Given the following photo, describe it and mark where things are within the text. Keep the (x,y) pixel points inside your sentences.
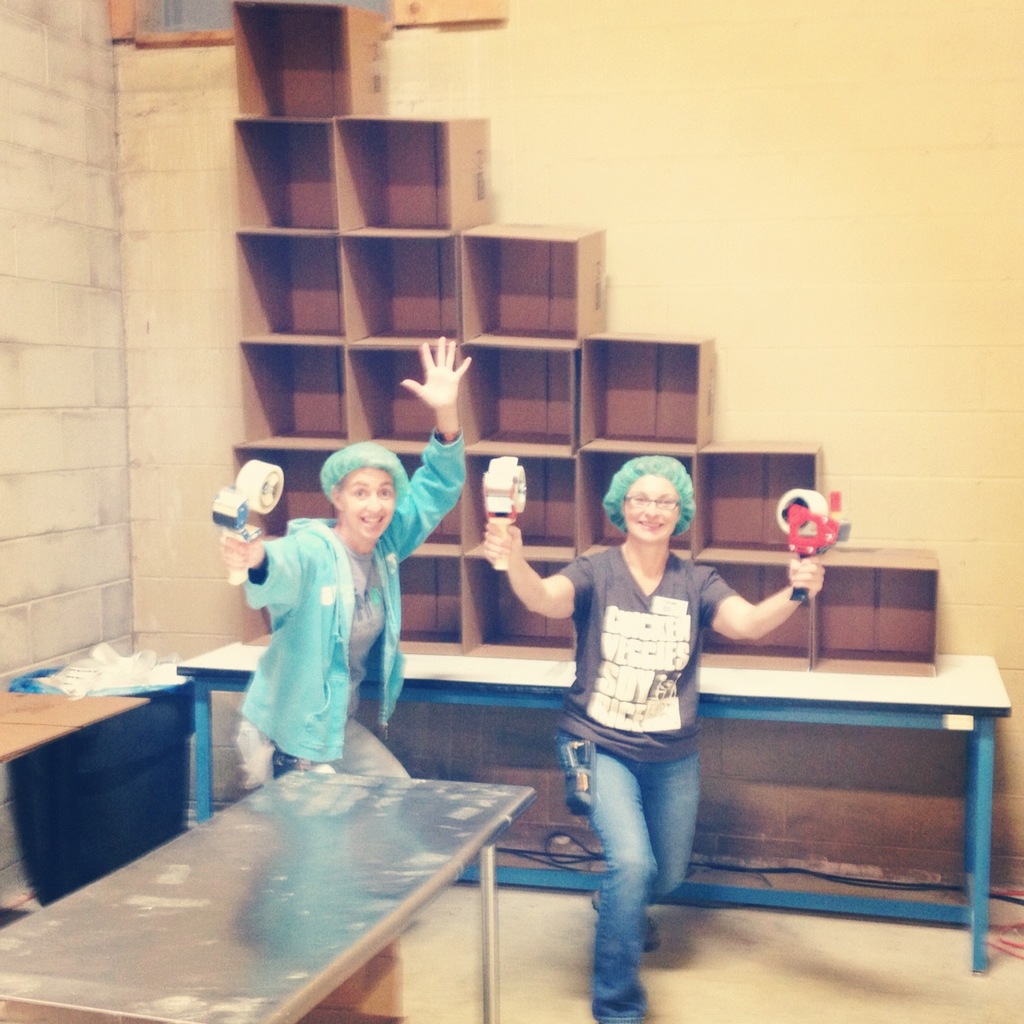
In this image I can see two women (622,639) are standing and holding some objects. I can also see some tables (118,926). On the table (703,672) I can see some objects (476,531). In the background (862,303) I can see a wall (851,309).
